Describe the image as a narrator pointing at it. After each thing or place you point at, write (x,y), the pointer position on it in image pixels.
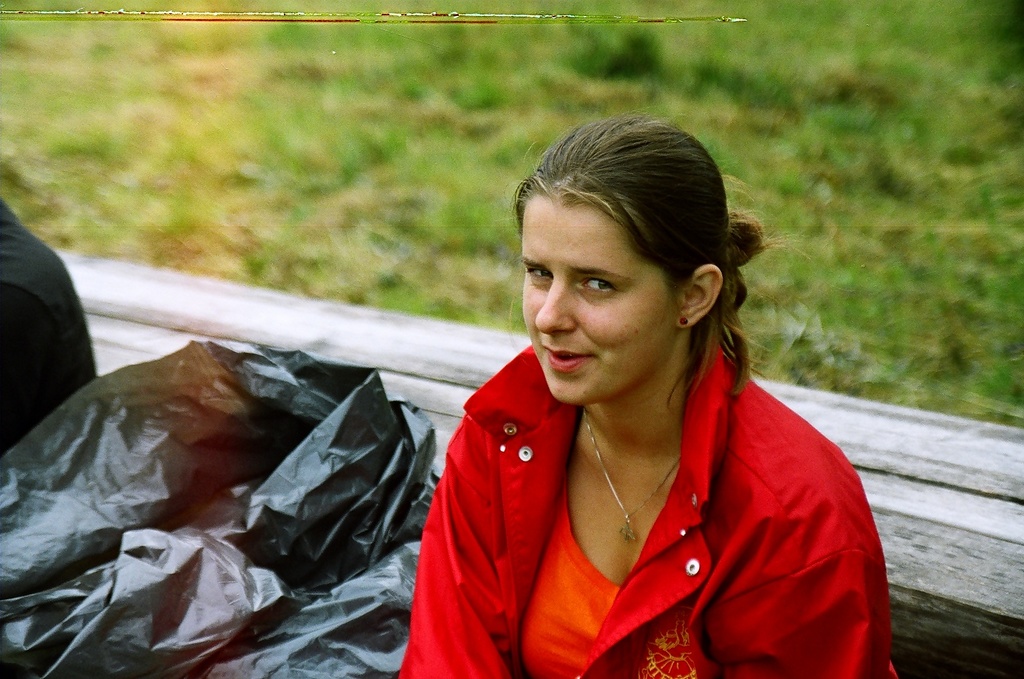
In this picture there is a woman (556,374) who is wearing red dress (817,542). She is sitting near to the wall (941,516). Beside her there is a plastic covers (253,559). At the top (683,123) we can see green grass (830,139). On the left (32,264) there is a person (41,343) who is wearing a black dress (46,296).
